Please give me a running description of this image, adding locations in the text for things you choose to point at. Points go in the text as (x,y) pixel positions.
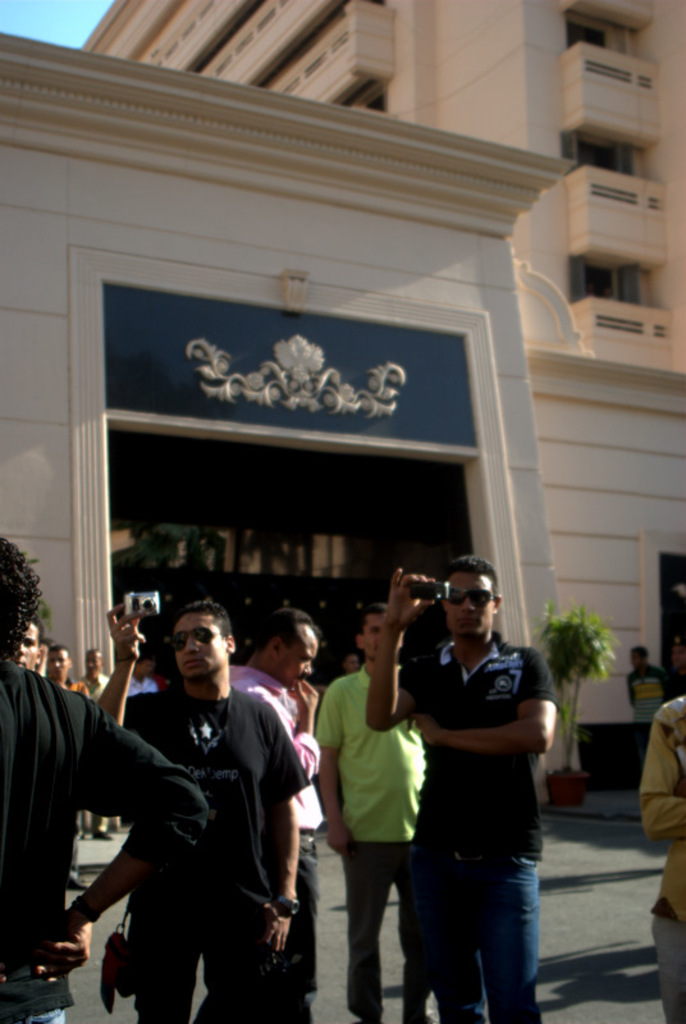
In the image we can see there are people (301,650) standing and holding camera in the hand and behind there is a building (359,548) and there are trees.
